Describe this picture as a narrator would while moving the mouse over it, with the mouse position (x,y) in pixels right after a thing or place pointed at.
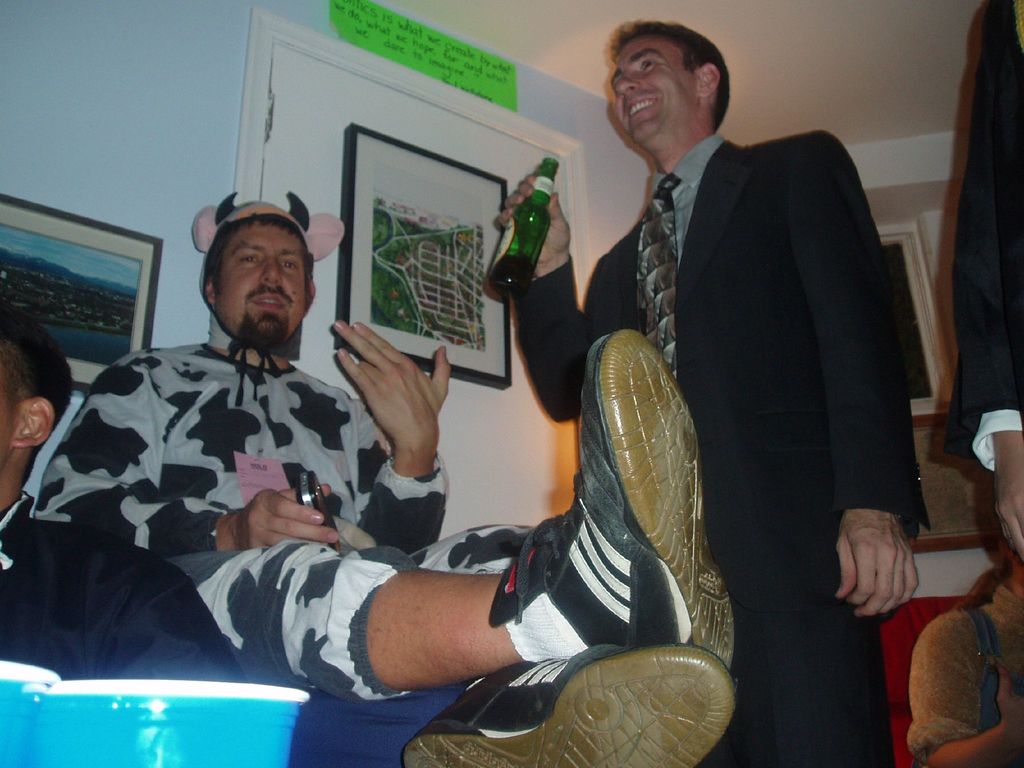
In this image I can see a man (279,460) sitting, holding a mobile phone (316,478) on his hand (299,517) wearing a cap (198,218) on his head (258,218). I can see another person (793,504) wearing suit (757,327) trouser (814,632) and tie (665,287). he is holding a beer bottle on his hand (552,246) and smiling. At background (392,154) I can see a photo frame (372,144) attached to the wall (289,130). At the right corner of the image (965,643) I can see a person (967,674) sitting and the other person (983,346) is standing. At the left corner of the image (72,626) I can see the other person (70,620) sitting. This is some kind of blue colored object (260,738). This is a couch (350,730). I can see another photo frame (104,299) attached to the wall (85,177).
